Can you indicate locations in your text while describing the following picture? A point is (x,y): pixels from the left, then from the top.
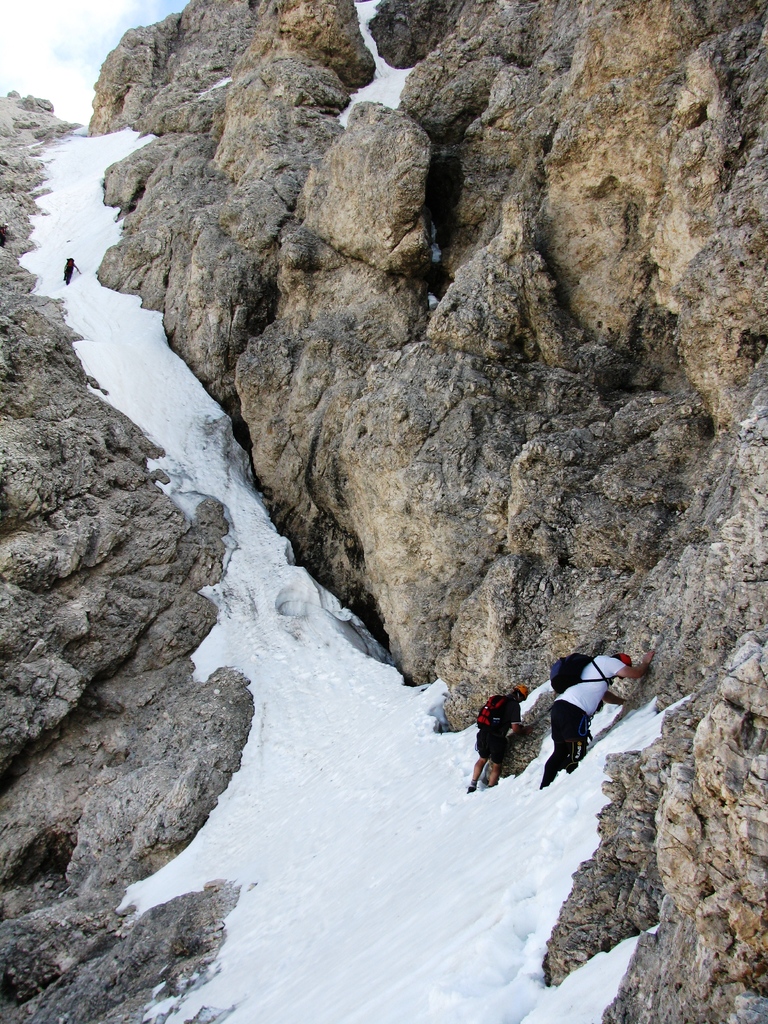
This is the picture of a hill (322,378). In this image there are three persons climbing the hill (634,704). At the top (115,22) there is sky (125,19) and there are clouds (73,54). At the bottom (394,829) there is snow (446,824).
